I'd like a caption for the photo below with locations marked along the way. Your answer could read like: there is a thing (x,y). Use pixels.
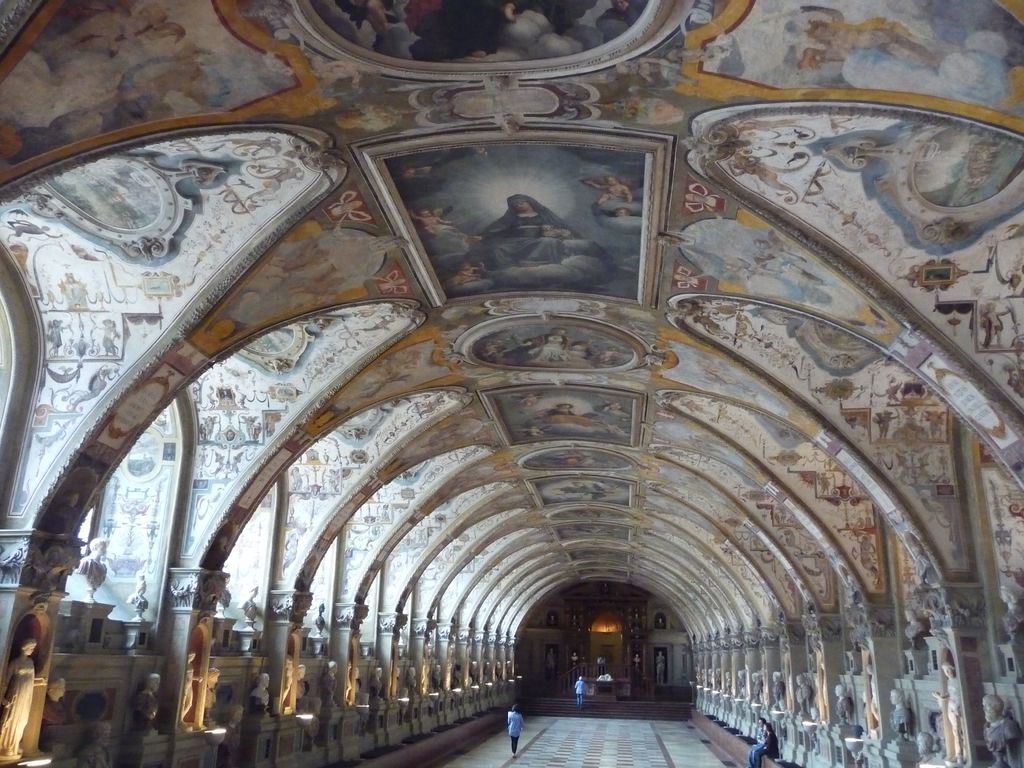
The picture is taken inside a big hall (525,451). On both sides there are pillars (769,646), statues (1008,724). On the roof (208,273) there are many designs (670,224). There are picture (425,166) at the top (461,148). In the hall (565,503) few people (515,739) are there. In the background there are statue (548,669), arch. This is the floor (600,754).
